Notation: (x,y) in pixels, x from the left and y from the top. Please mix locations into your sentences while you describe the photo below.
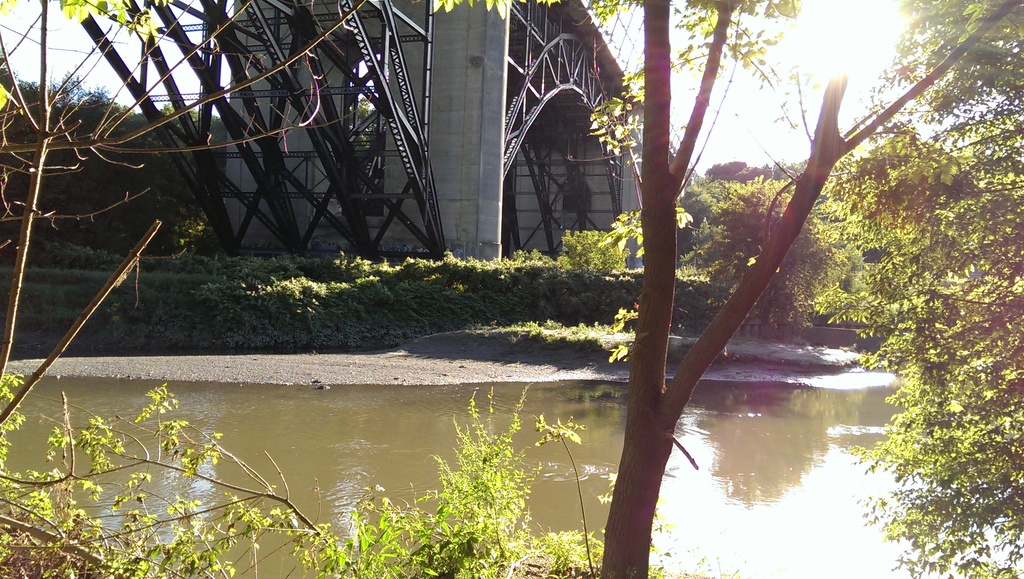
In this image I can see many trees (1008,452). To the side of the trees (629,412) I can see the water (351,473). In the back (407,152) there is a bridge (537,81) and the sky (826,14).
